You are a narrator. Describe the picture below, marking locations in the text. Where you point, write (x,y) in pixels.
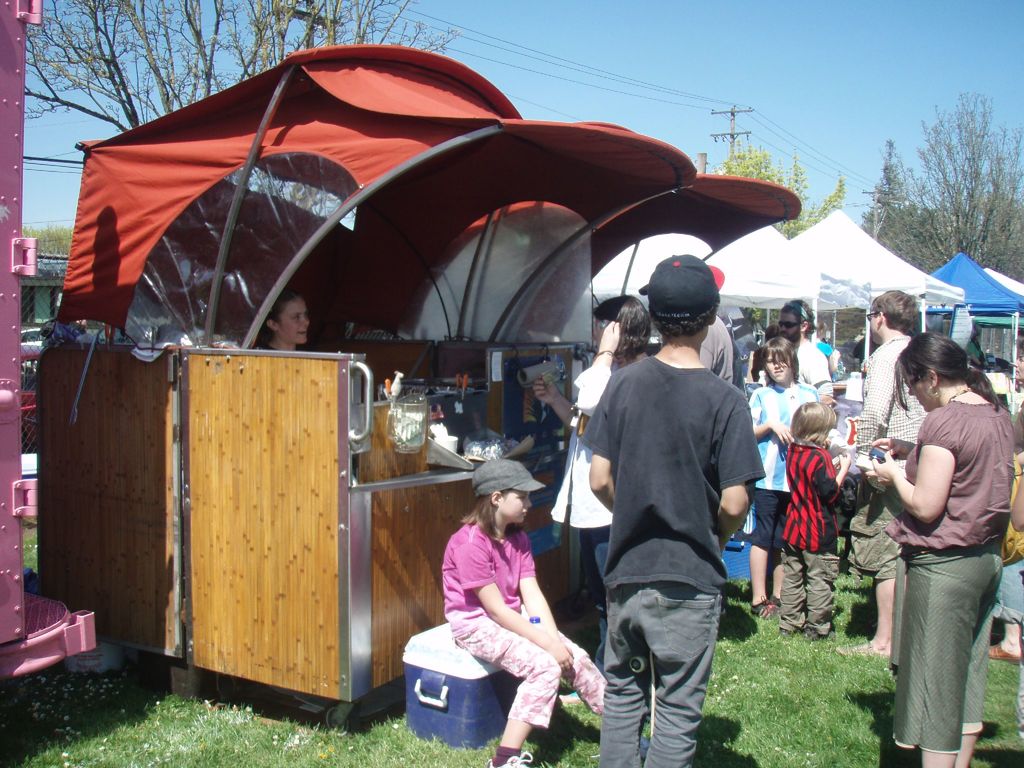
In this image we can see a few people (811,581) standing on the grass (754,692). We can also see a girl (518,591) sitting on a cooler (464,726). There is a woman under the roof (455,105) in front of some objects (397,372) on the wooden counter (312,443). In the background (955,182) we can see the trees (791,186), tents (917,282) and also electrical poles (880,205) with wires (697,103). Sky (697,88) is also visible.
